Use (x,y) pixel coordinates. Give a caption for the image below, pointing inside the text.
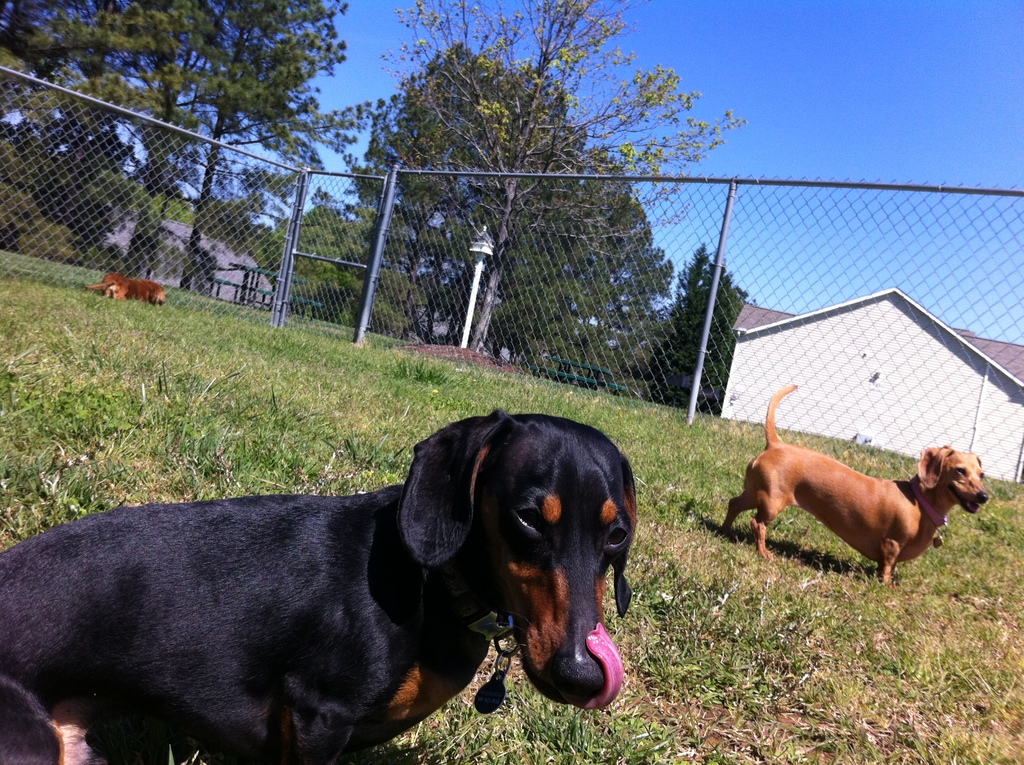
This is an outside view. At the bottom (283,648) there are two dogs (855,495) on the ground (823,661). On the left side (128,293) there is another animal (114,285). In the middle of the image (512,295) there is a net fencing (498,220). In the background (307,220) there are few buildings (230,262) and trees (576,288). At the top of the image (822,118) I can see the sky (845,118). On the ground (210,451), I can see the grass (291,429).
